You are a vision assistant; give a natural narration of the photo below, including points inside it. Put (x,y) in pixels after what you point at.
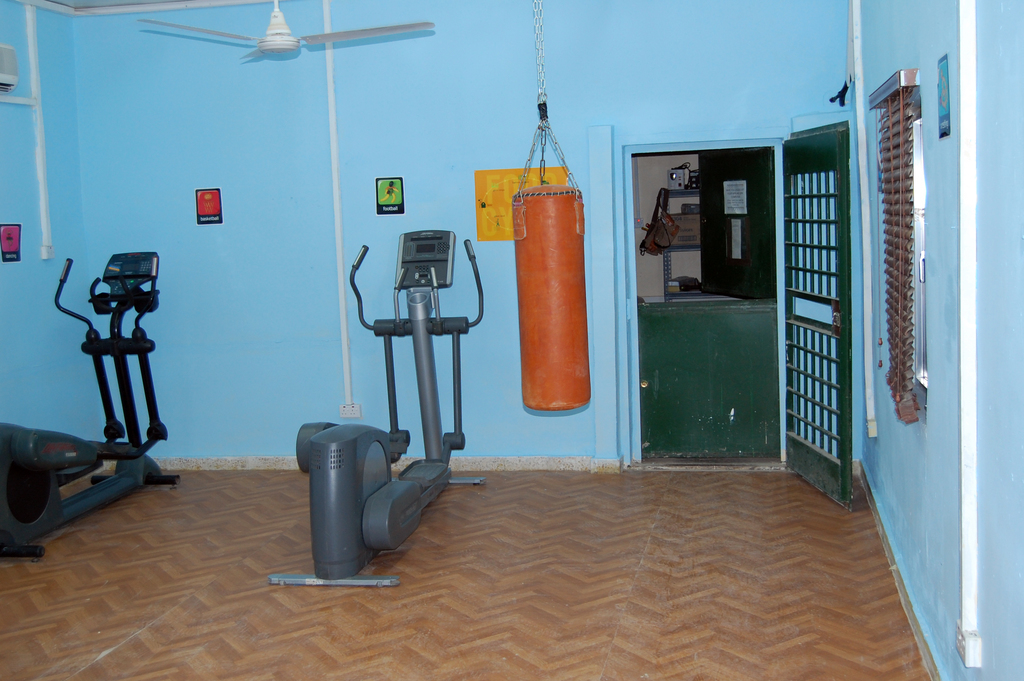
In this image, I can see two elliptical trainers (115,431) on the floor (424,569). On the right side of the image (909,390), I can see the blinds (890,156). I can see a punching bag (528,211) and a ceiling fan (315,41) and there are posters (505,204) attached to the walls (459,191). In the background (652,281), there is a room (694,227) with objects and a door (702,379).
